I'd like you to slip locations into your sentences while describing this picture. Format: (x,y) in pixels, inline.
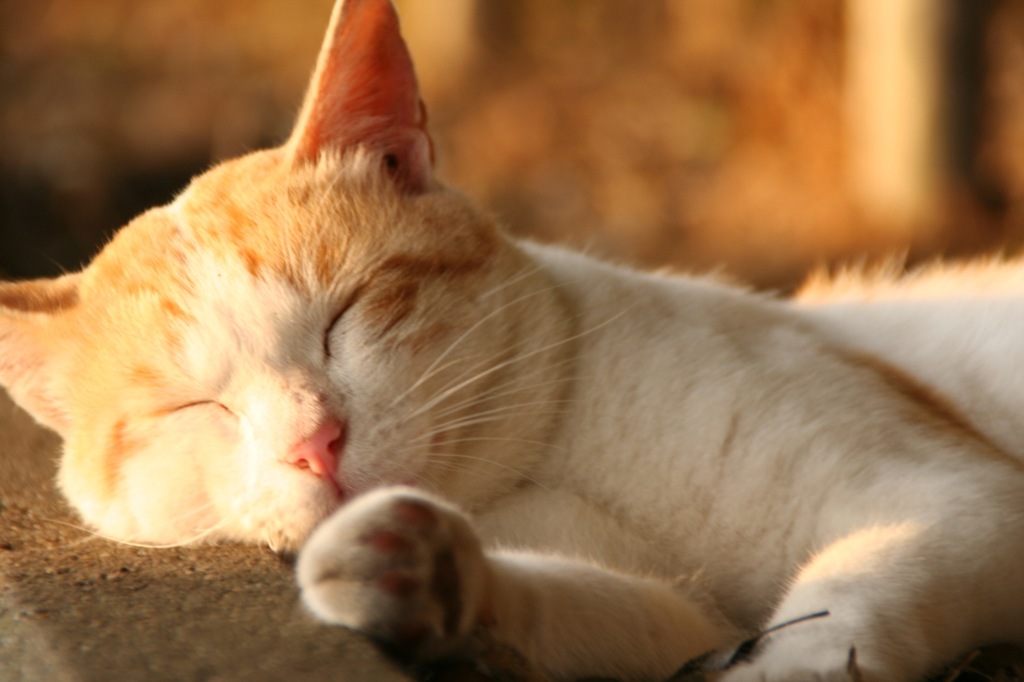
In this picture I can observe a cat (489,392). The cat (556,407) is in white and brown color. The background (87,149) is completely blurred.
